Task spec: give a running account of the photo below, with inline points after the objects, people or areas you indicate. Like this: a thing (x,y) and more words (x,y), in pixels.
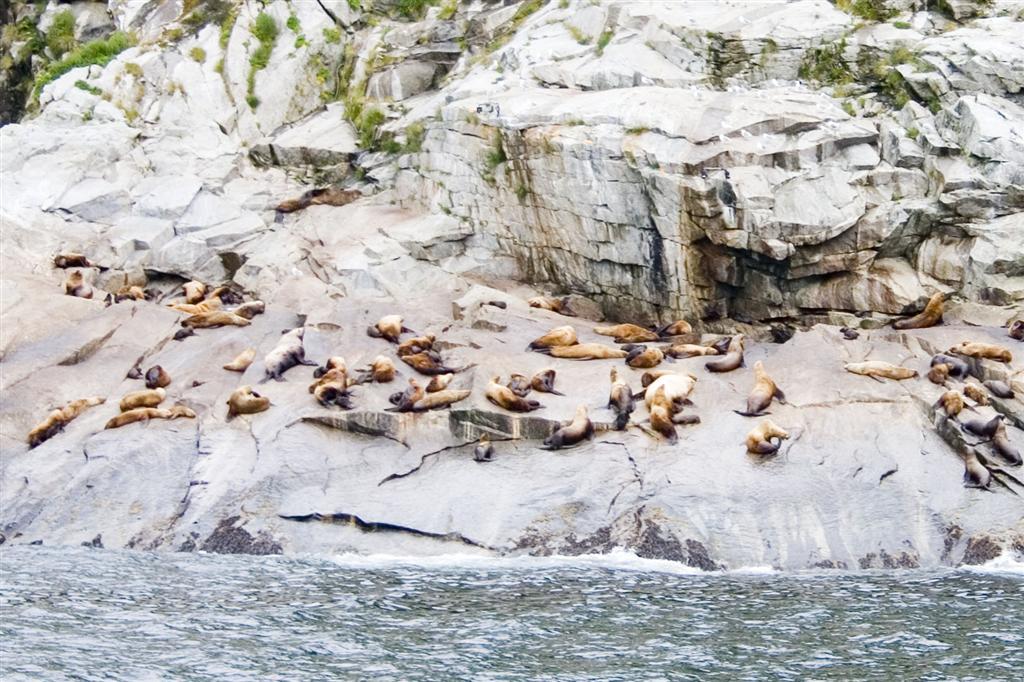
In this image, we can see a group of seals (960,349) are on the rock (739,425). Top of the image (84,48), we can see grass (90,61). At the bottom (620,612), we can see water (498,655) is flowing.
